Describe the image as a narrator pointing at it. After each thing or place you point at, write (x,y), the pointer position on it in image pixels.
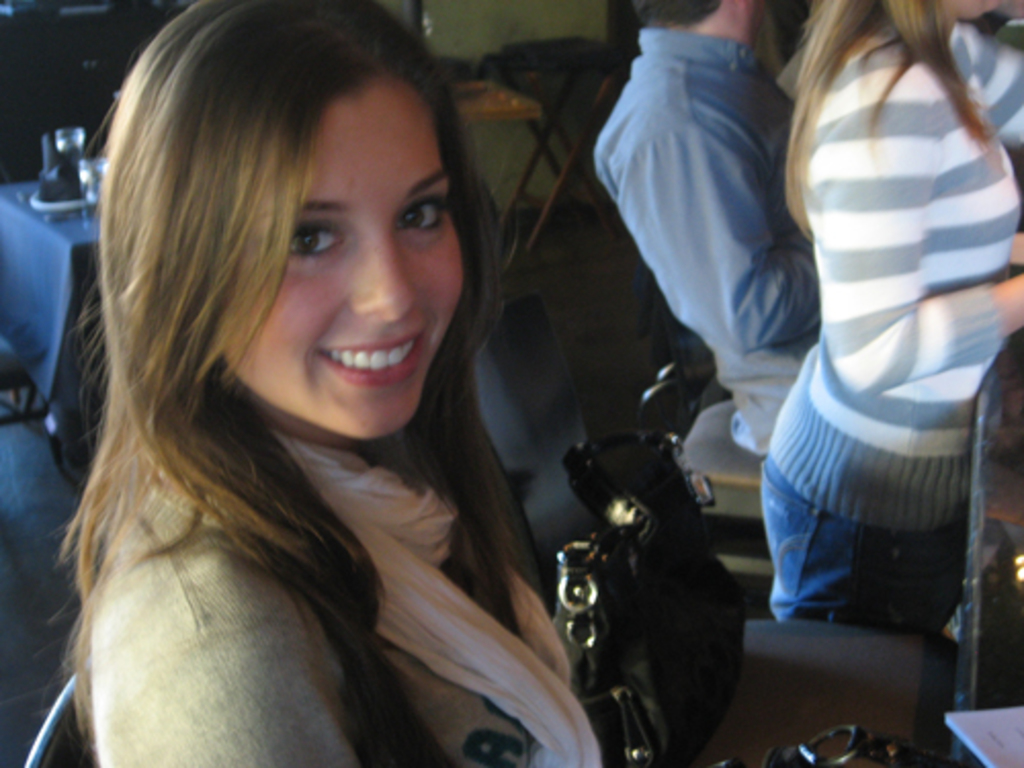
In the foreground (297,457) there is a woman (368,539) smiling. In the center (623,491) there is a bag (692,538). On the right (823,164) there are people (903,318) and other objects (712,466). At the top (449,67) there are chairs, table (523,110), glasses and other objects (518,61).
